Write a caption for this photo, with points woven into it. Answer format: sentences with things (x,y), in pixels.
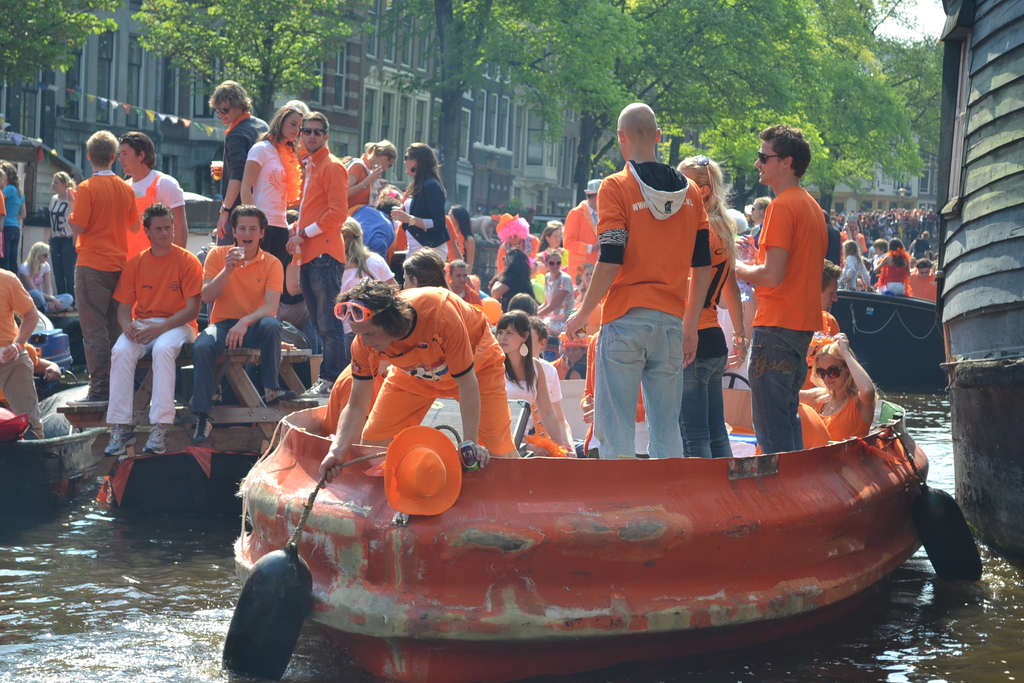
In this image there are so many people (1,325) sitting and standing on the ships (561,599), which are in the water (1019,604). In the background (393,45) there are buildings (49,135) and trees (506,57).
